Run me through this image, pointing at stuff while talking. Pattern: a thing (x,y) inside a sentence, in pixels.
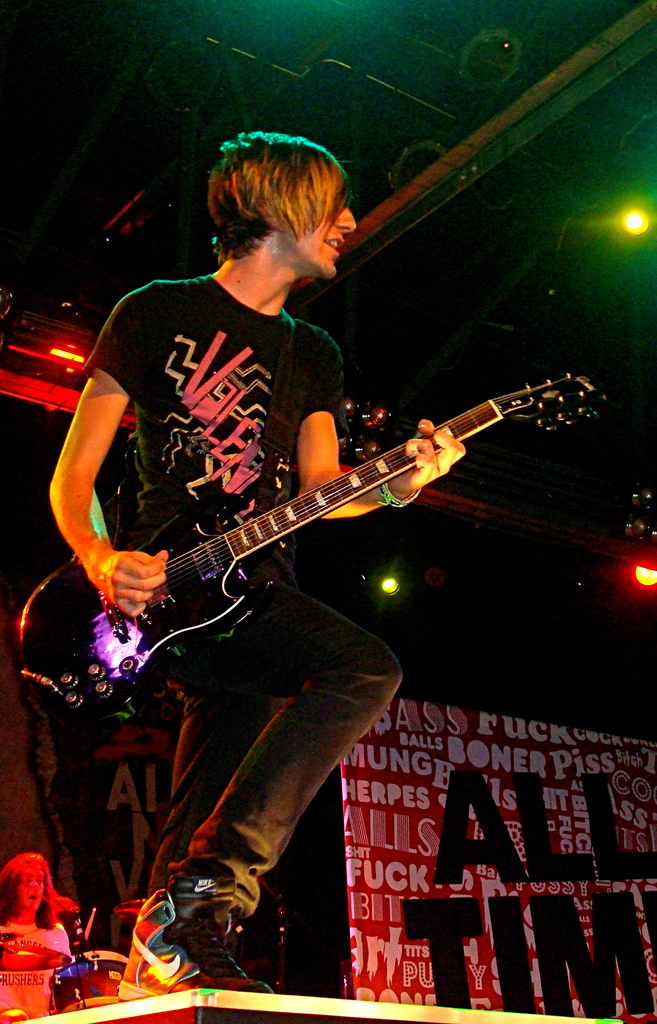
In this image the person (162,452) is playing the guitar (340,499) on the stage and behind the person (219,884) one more person (69,903) is playing the drums (70,972) and background (324,577) is very dark.
